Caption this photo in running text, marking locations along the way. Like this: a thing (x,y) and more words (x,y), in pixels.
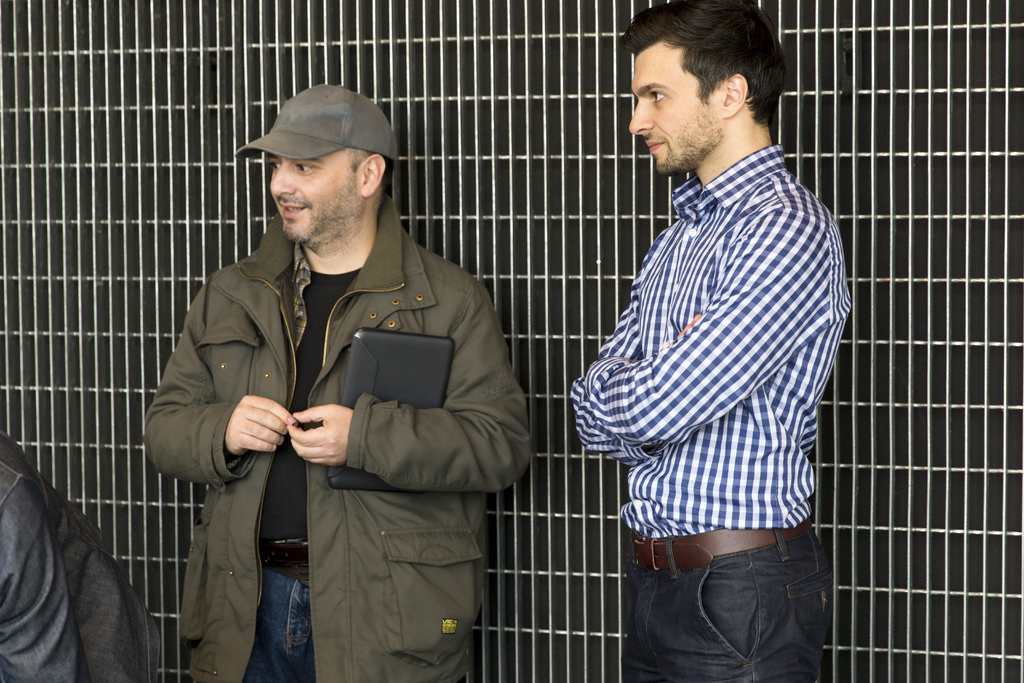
In this image, there are two persons (478,368) standing. In the background (89,221), I can see the iron grilles (567,243).
